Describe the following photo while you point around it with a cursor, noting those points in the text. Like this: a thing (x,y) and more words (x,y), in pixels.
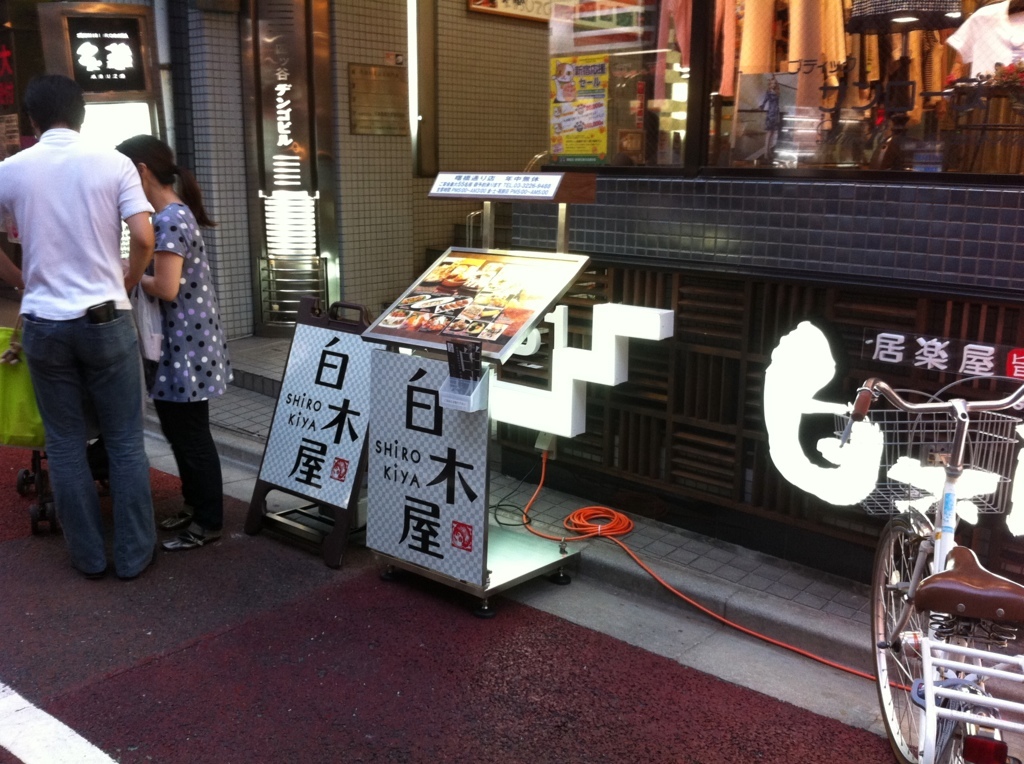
In this picture I can see there are some persons (159,141) standing here and the man (126,418) is wearing a white shirt (66,284) and a pant (109,391). The woman (201,322) beside is wearing a grey dress (179,239) and there is a store (922,201) next to them and it has some lights (536,330) and there is a bicycle (963,563) here on the right (972,579).
